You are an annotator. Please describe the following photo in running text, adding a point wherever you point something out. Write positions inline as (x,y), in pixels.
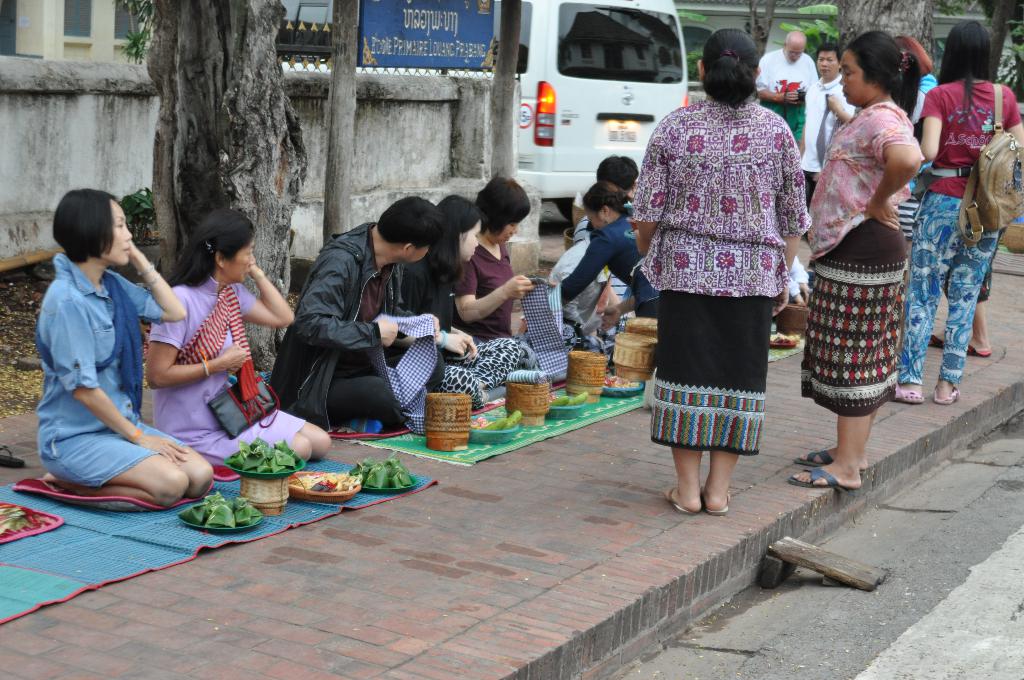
In this picture we can observe some people (250,311) sitting on the footpath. In front of them we can observe some bowls (321,471). There were men (377,314) and women (701,251) in this picture. There are some people (909,183) standing. on the left side (233,116) there is a tree (198,135) and a wall (60,138). We can observe a white color vehicle (576,109). There is a building (99,33).
